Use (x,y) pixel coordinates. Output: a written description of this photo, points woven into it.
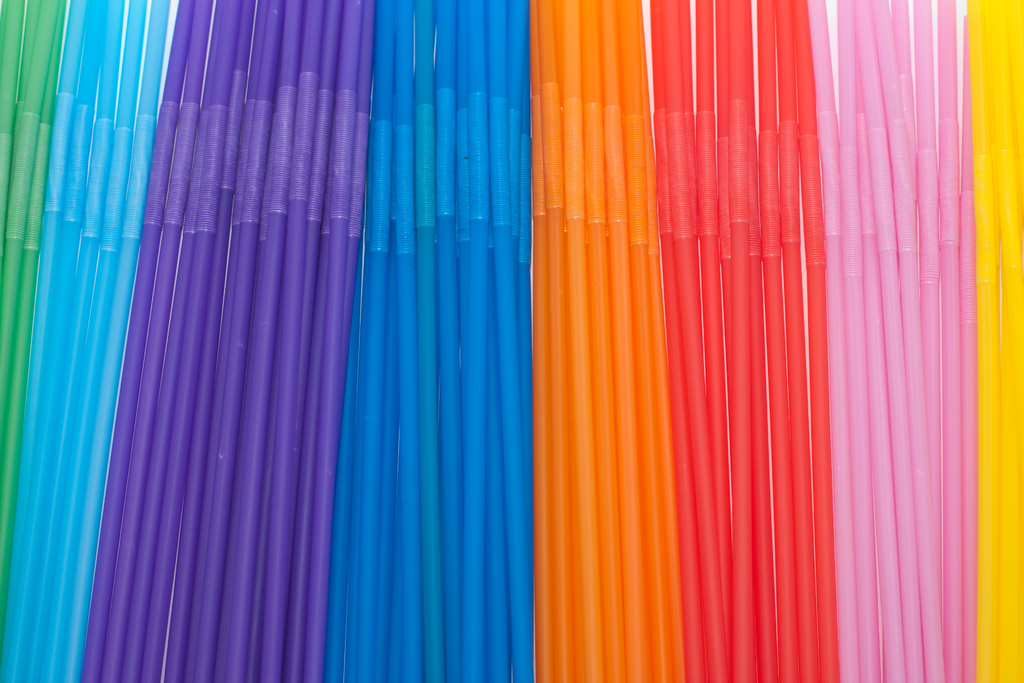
In this picture there are objects (530,152) which looks like straws (688,169) and there are in different colors.
